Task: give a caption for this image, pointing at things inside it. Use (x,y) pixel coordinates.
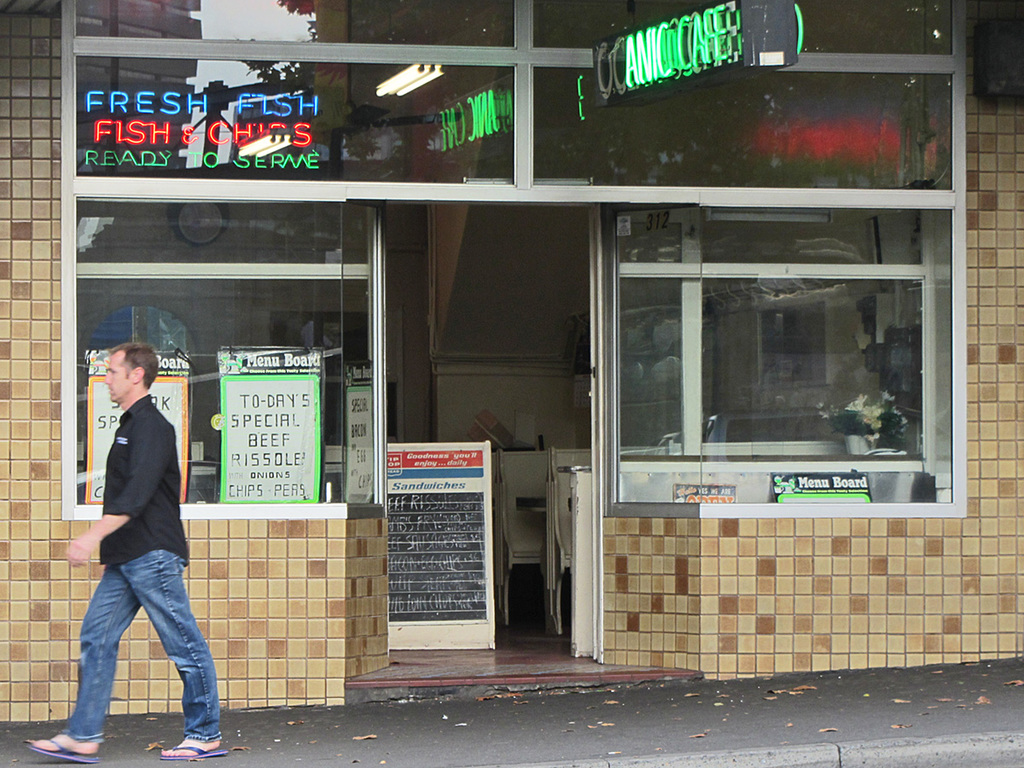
In this picture there is a shop (860,319) in the center of the image (365,434) and there are glass windows (676,309) on it, there are posters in the image and there is a man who is walking on the left side of the image (195,754).
